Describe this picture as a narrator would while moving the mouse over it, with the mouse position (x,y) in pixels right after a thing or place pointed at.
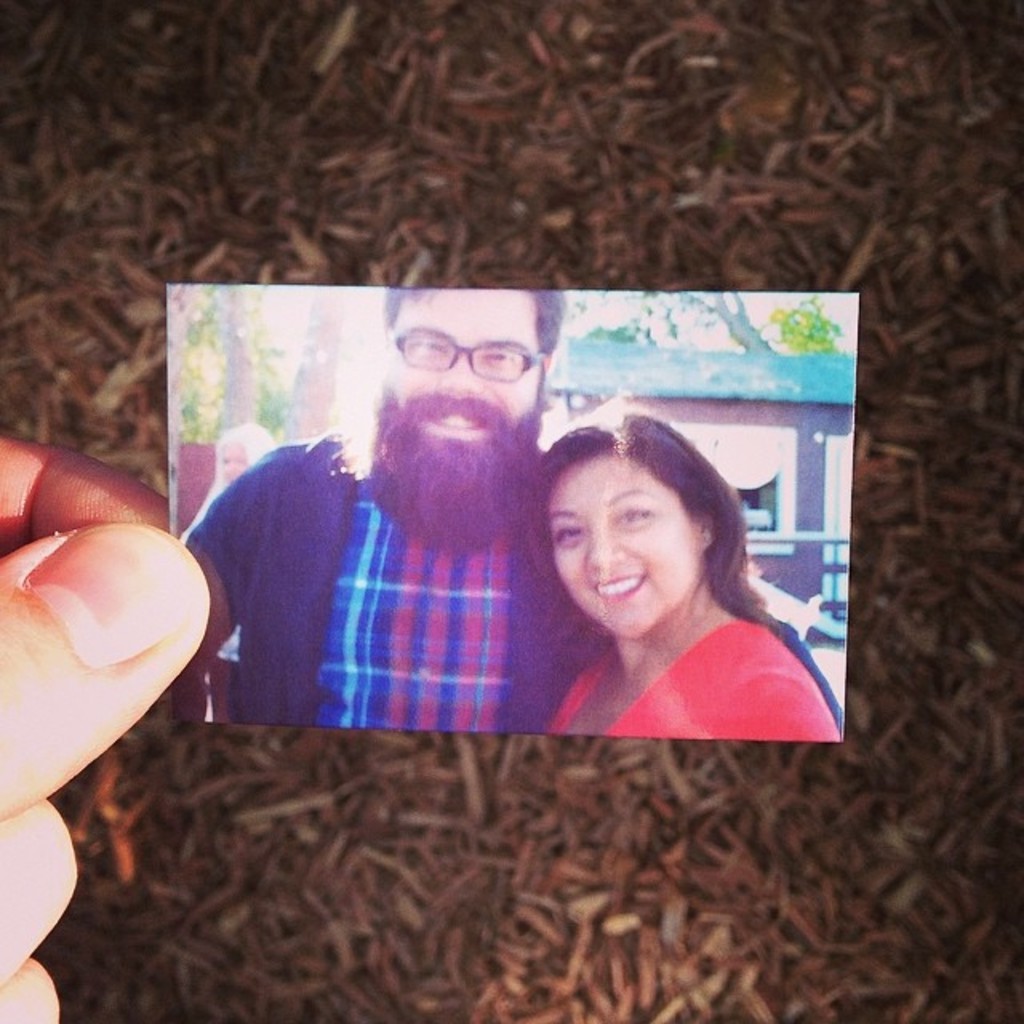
In this picture we can see a person hand (97,603), person (49,720) holding a photo (602,475), on which we can see a person (537,633) and woman (632,647).
